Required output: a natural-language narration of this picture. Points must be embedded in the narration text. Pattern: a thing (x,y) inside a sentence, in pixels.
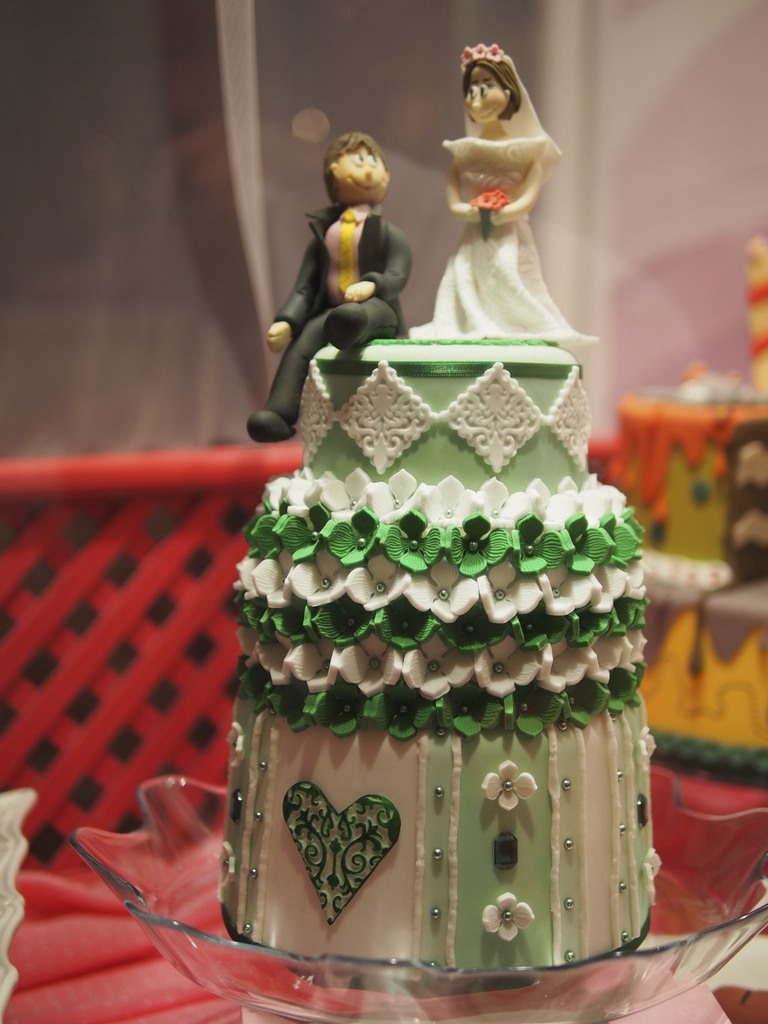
In this picture we can see a cake (588,687) on glass bowl (269,992). On the cake (502,922) we can see persons statue (490,63). On the background (110,528) we can see a wooden fencing (190,637) and tables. On the top right corner (653,195) there is a wall (641,121).
